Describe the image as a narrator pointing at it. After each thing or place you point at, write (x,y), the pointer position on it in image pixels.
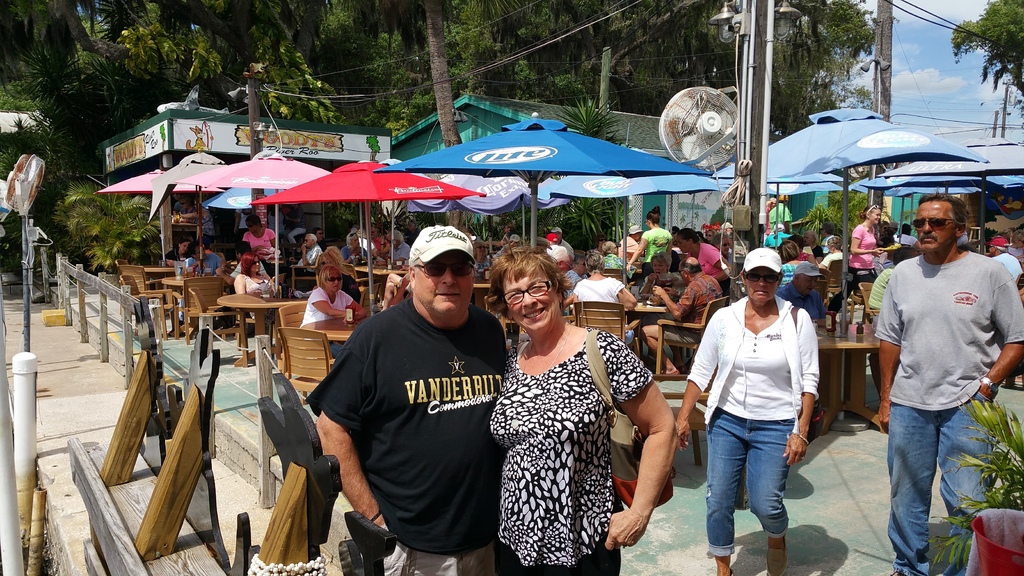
In the center of the image (433,381) we can see people (379,525) standing and some of them are walking. In the background (629,312) there are tables (292,303) and chairs (313,337). There are many people (688,265) sitting. We can see parasols (570,164). In the background (425,116) there are sheds (286,121), trees (819,90), poles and sky (946,49).
